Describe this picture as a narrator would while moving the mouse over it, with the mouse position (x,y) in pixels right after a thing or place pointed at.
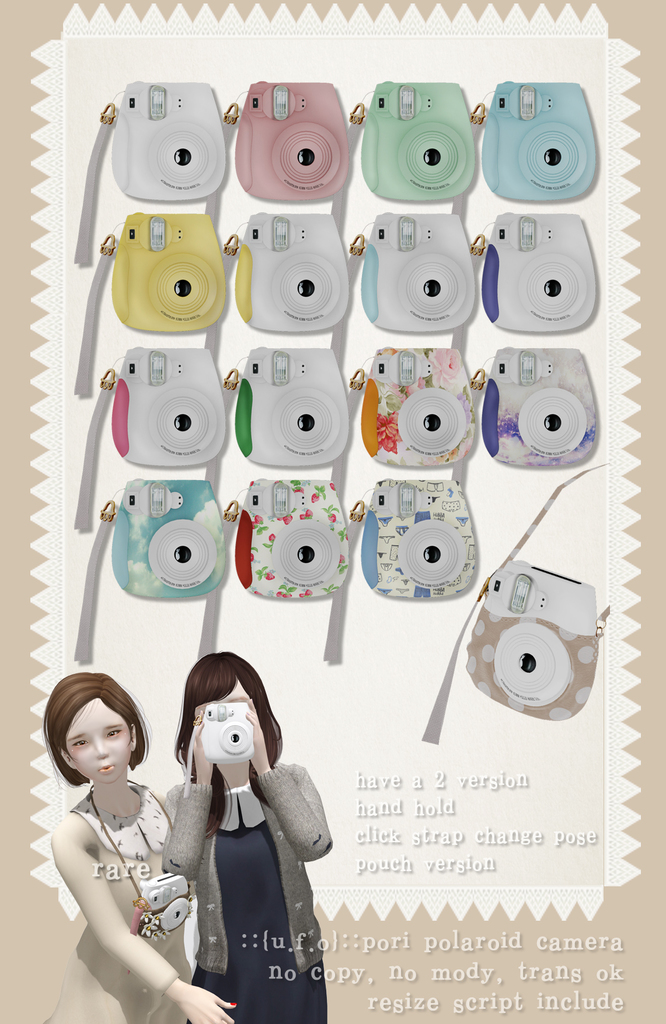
Here we can see camera (202,362) with different colors and different patterns (305,565) on it. On the left (159,965) at the bottom corner (123,875) we can see two cartoon women images (119,826) where one is carrying a camera (146,884) on her neck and the other is holding a camera (223,757) in her hands (208,773) and we can also see some text (567,837) written on the right side of the image (453,833).
